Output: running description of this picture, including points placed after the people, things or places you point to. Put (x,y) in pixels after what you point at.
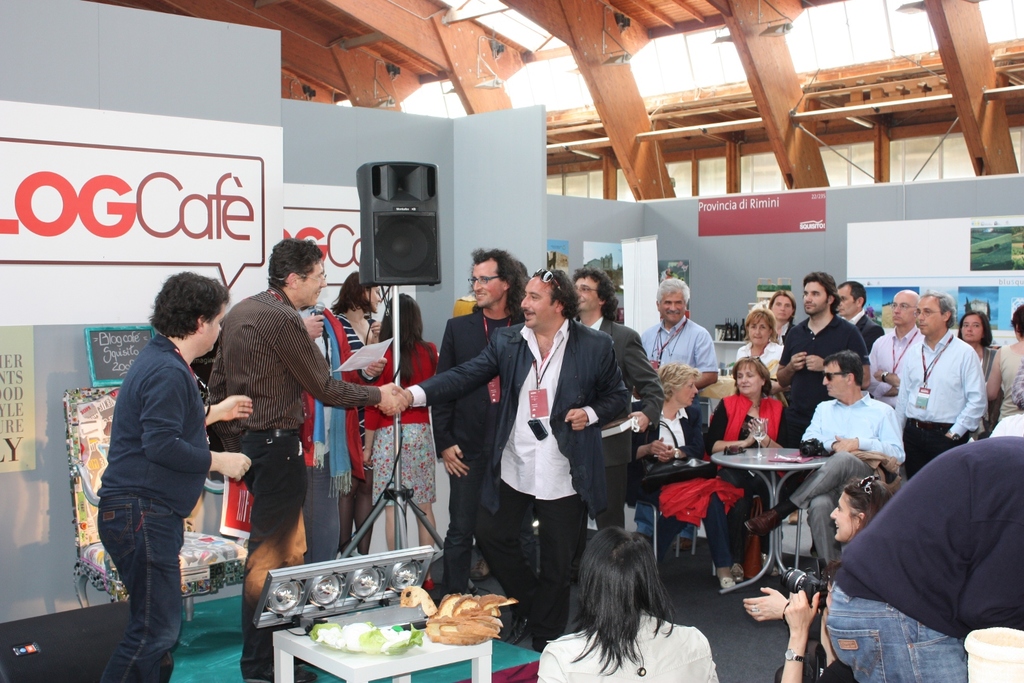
In this image, we can see persons (701,349) wearing clothes (847,459). There are three persons (841,476) in the bottom right of the image (812,516) sitting on chairs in front of the table (778,463). There is a speaker (396,264) in the middle of the image (390,250). There is bread (461,617) on the table (426,639) which is at the bottom of the image (322,648).
